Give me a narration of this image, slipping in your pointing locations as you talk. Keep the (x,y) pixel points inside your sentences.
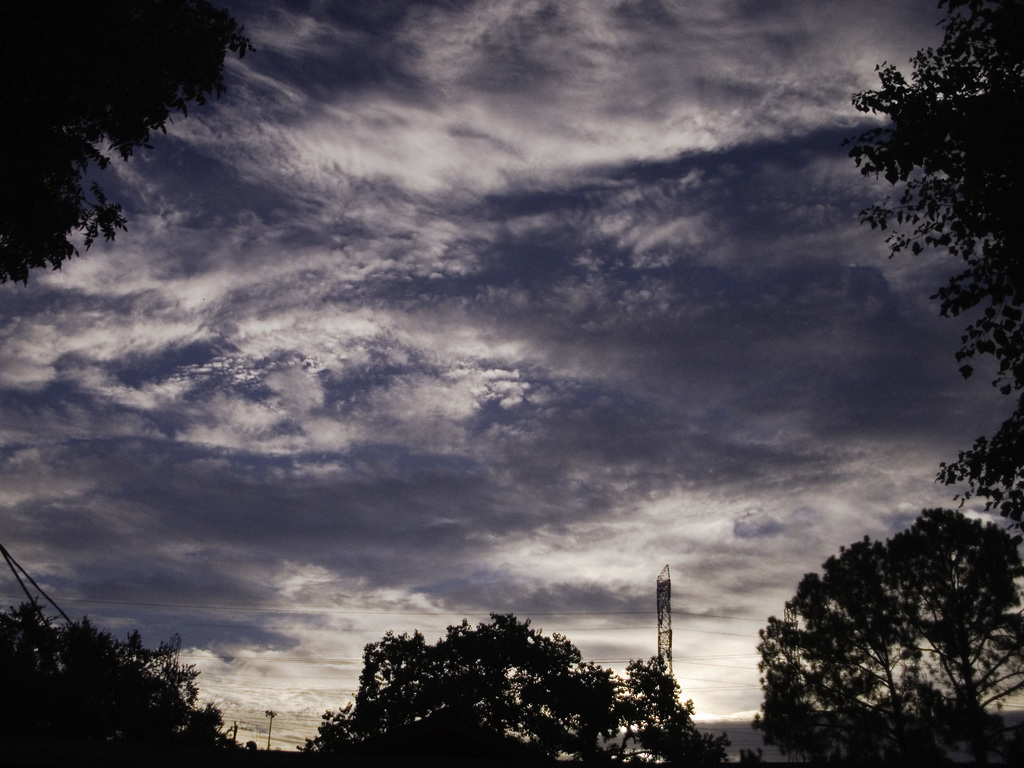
In this image I can see few trees (999,604), poles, tower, wires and sky (609,402) is white and blue color.
